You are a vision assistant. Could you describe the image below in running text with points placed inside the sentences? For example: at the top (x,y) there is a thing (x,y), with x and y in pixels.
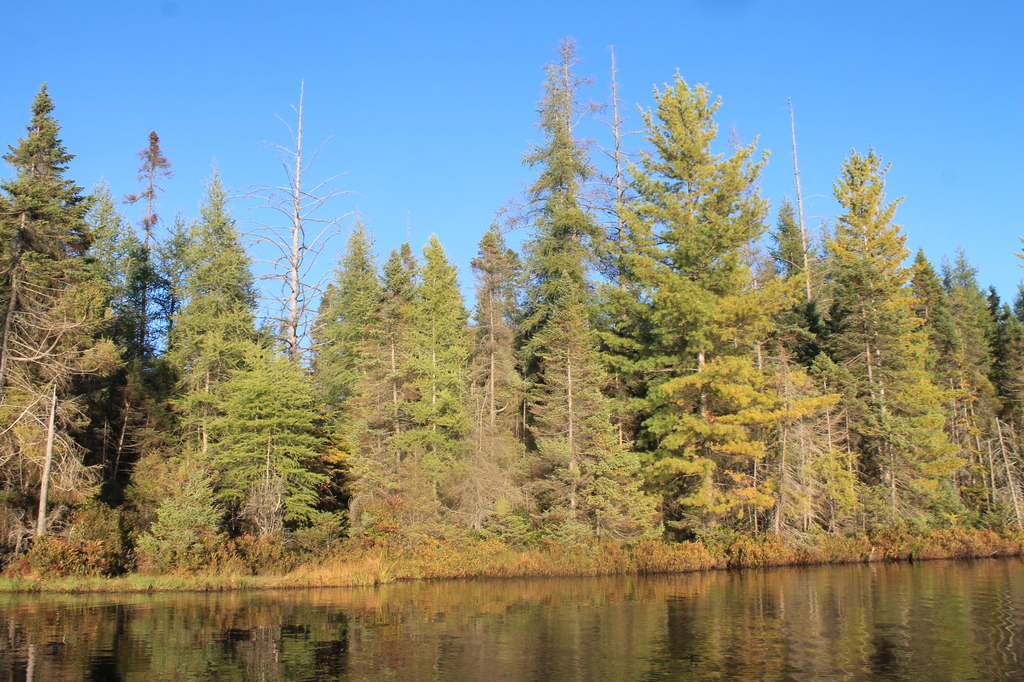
In this image, we can see some trees (750,271). There is a lake (642,578) at the bottom of the image (365,638). In the background of the image (477,35), there is a sky (431,56).
